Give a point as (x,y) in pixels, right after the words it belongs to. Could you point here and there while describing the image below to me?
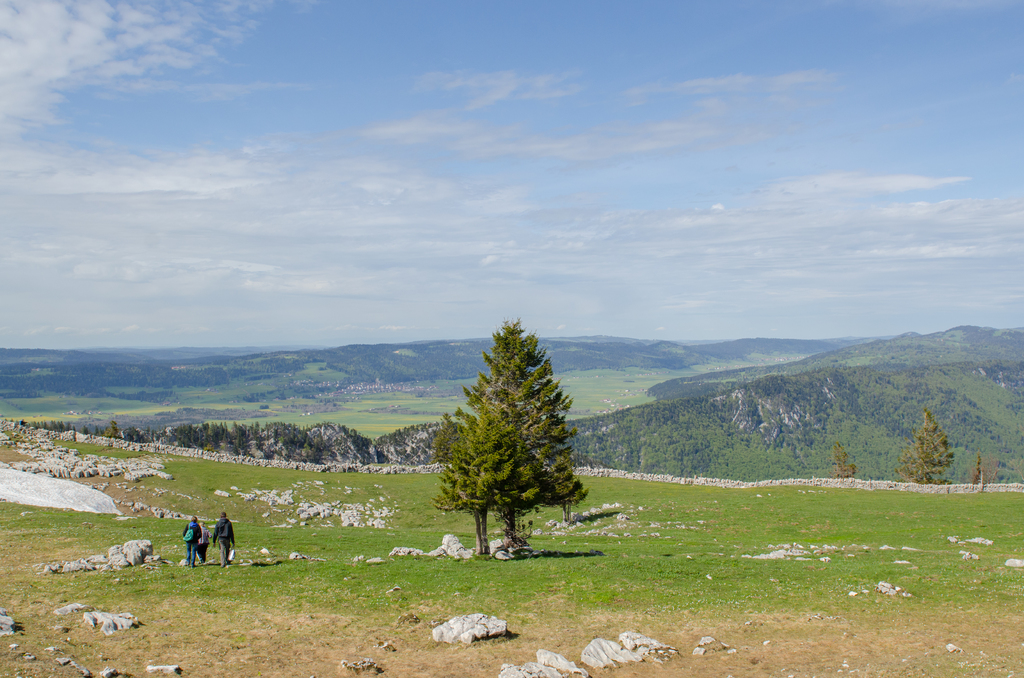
In the center of the image (507,419) we can see trees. On the left (209,557) there are people (229,529). In the background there are rocks (623,648). There are hills (663,352) and sky (652,251).
